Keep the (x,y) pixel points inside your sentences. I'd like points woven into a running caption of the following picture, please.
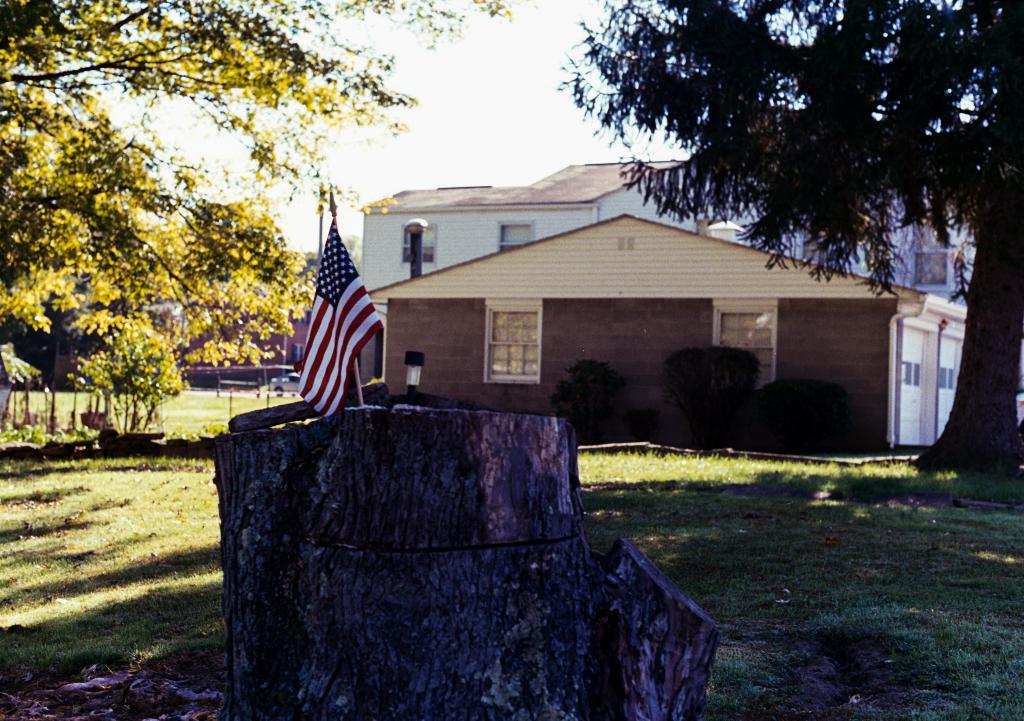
In this picture we can see a flag (322,399) on a tree trunk (494,482), grass (825,528), vehicles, trees (797,150), buildings (634,336) with windows (749,344) and in the background (539,59) we can see the sky (371,140).
